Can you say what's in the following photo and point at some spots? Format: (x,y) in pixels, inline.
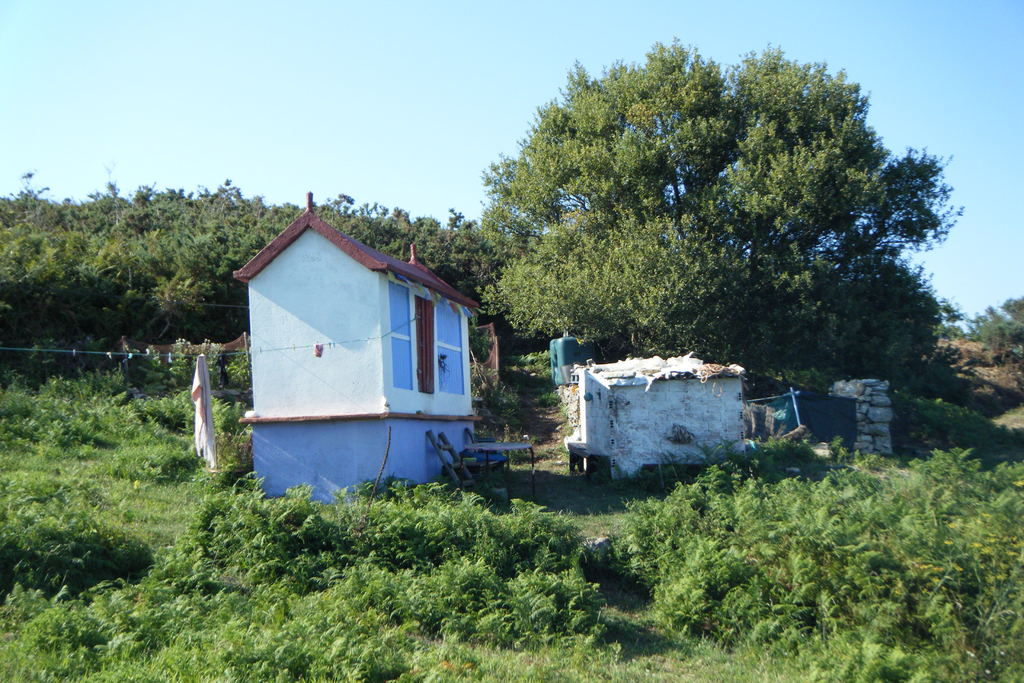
In the foreground (283,332) I can see plants (421,564), grass (450,671), houses (372,366) and trees (629,262). At the top (408,133) I can see the blue sky (379,89). This image is taken may be in a farm (637,474).
